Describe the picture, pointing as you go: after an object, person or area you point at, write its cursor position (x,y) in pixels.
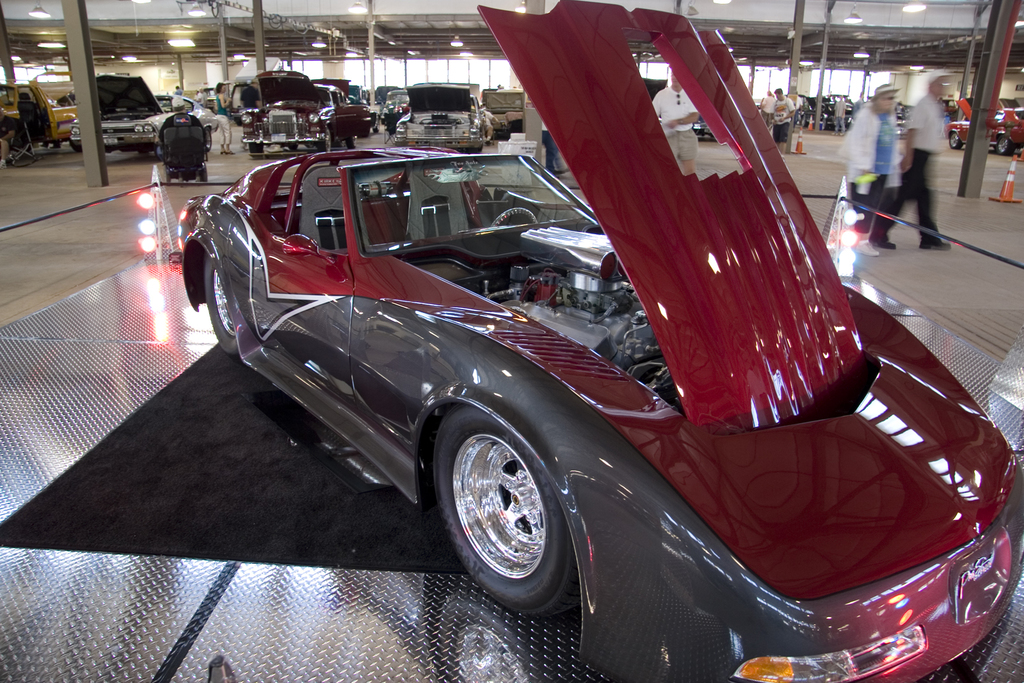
In this image there are few vehicles (261,134) are on the floor (838,152) and there are a few people (897,211) standing and walking on the floor (826,144). At the top (131,26) there is a ceiling (332,28) with lights (353,12).
